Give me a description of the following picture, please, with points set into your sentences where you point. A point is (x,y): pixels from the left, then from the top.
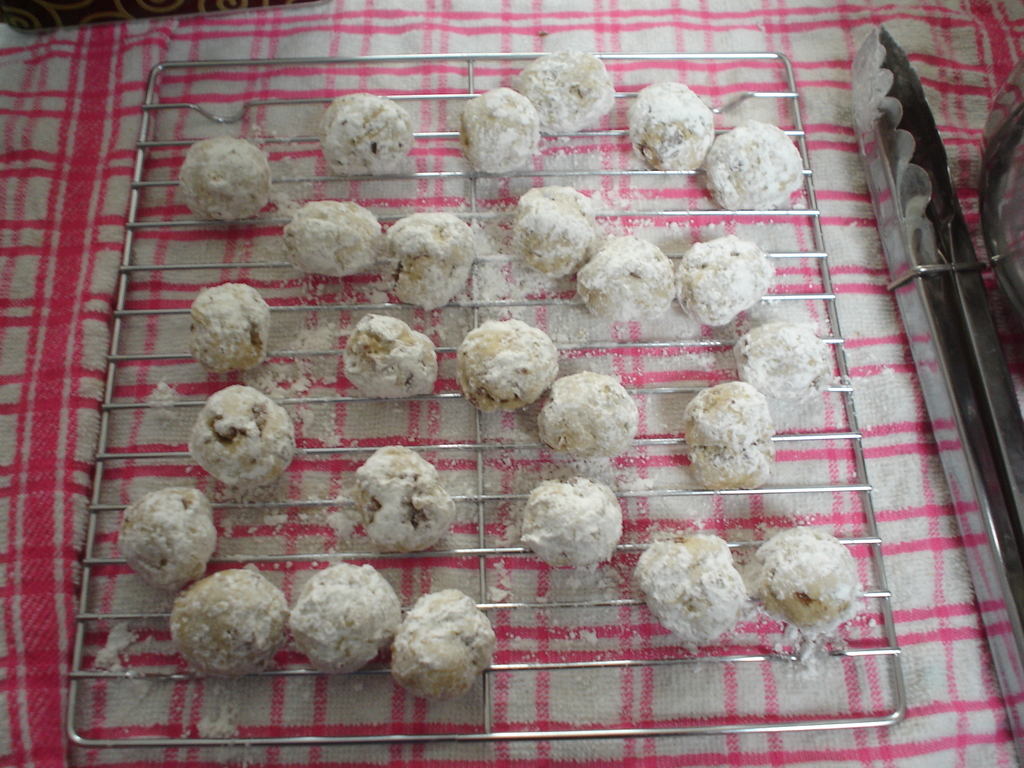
This image consists of a cloth (487,536). There are some eatables (701,547) on that.
